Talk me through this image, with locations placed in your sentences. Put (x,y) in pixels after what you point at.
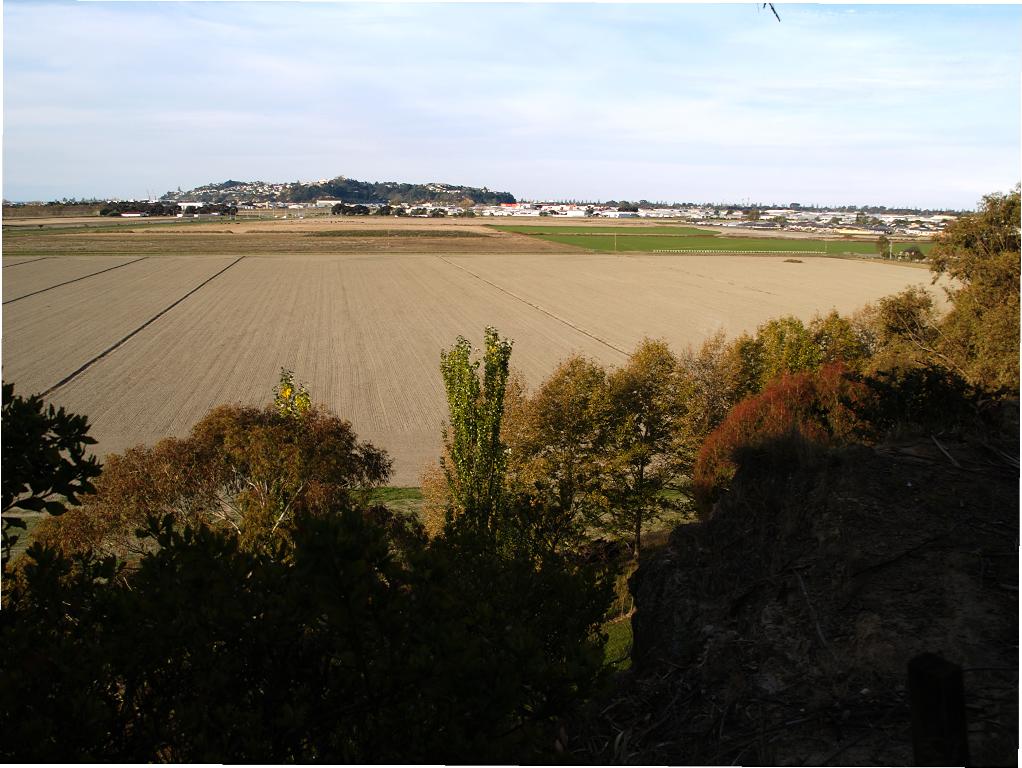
In this picture I can see there are few trees (429,521), there is a plane surface (293,306), in the backdrop (653,215), there are buildings (188,204), there is a mountain (328,194) and it is covered. The sky (469,97) is clear.
